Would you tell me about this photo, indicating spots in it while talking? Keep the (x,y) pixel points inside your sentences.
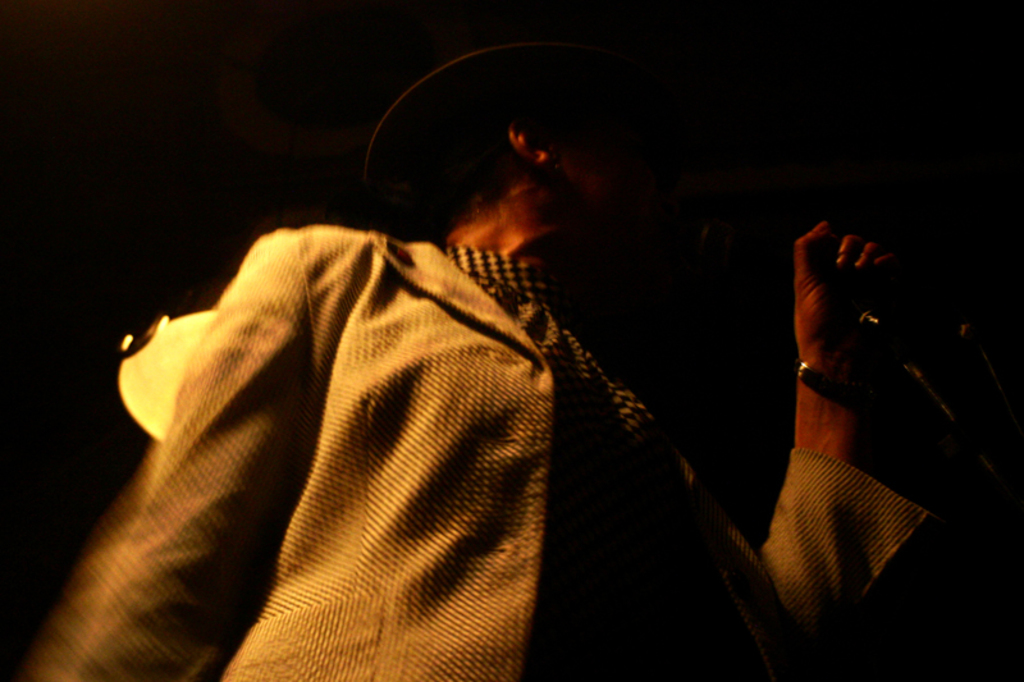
This picture is completely dark. In this picture a man (402,533) is standing and i guess he is singing something. This is the mike (722,257), he is wearing a brown colour with black lined blazer (454,482). Behind the man (246,384) there is a light (159,371).
